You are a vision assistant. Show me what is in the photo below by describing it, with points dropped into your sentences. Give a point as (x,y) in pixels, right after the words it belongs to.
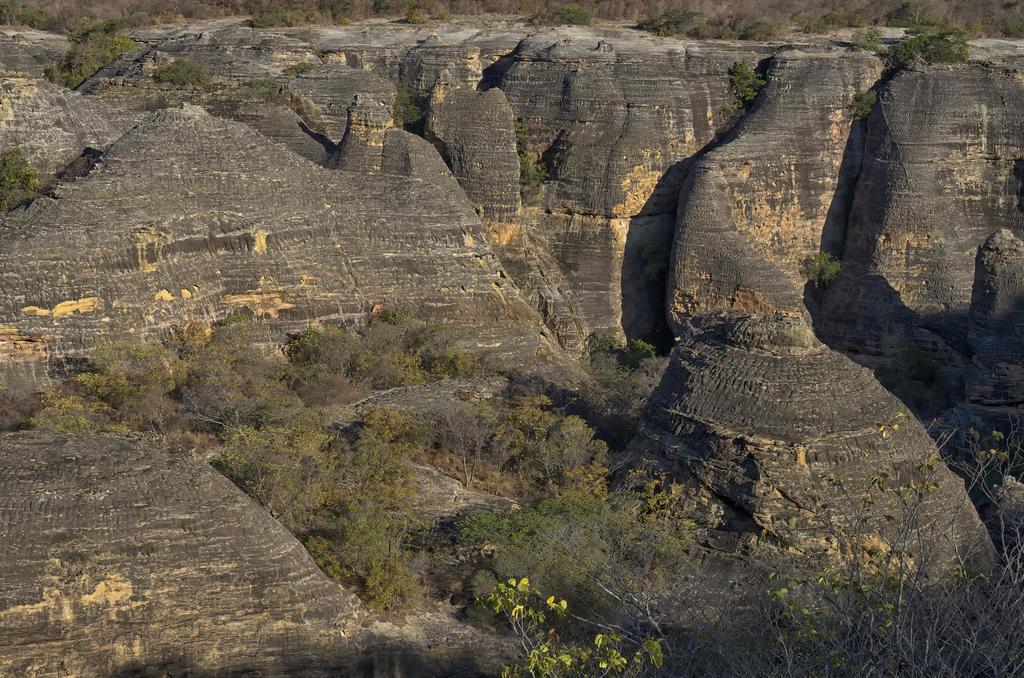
This image is taken outdoors. In this image there are many hills (279,203), rocks (242,238), trees (365,450) and plants (811,271).
